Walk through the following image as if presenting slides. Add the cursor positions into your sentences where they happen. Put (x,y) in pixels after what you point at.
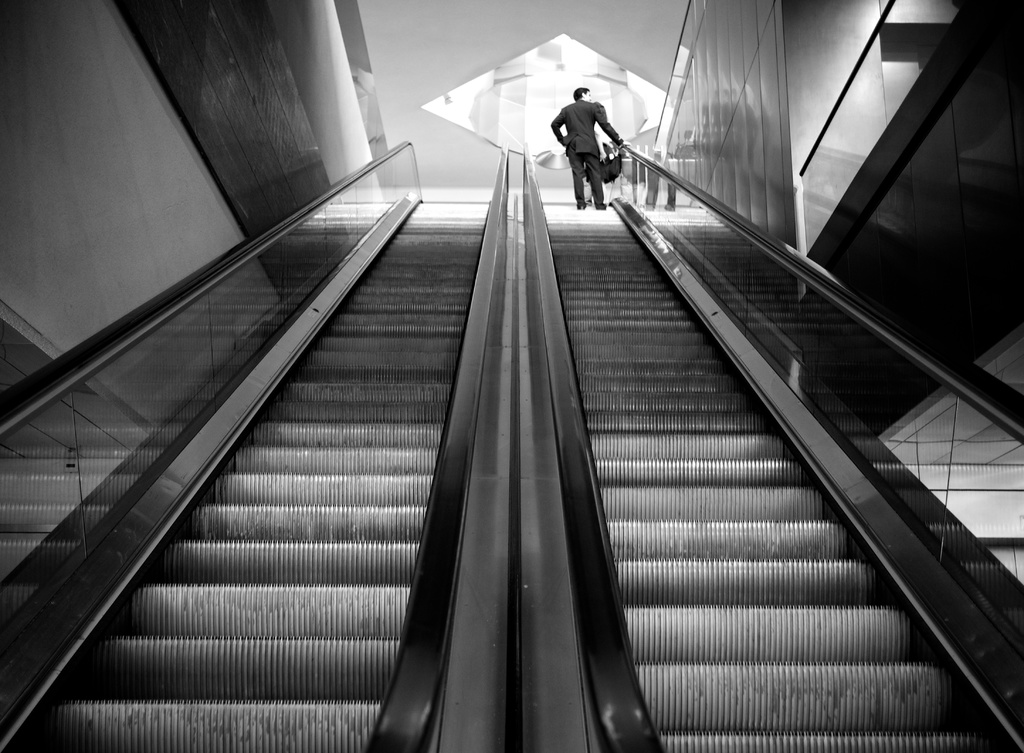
In this image I can see a man (584,157) standing on the escalator (673,560). I can see the image is in black and white color.
